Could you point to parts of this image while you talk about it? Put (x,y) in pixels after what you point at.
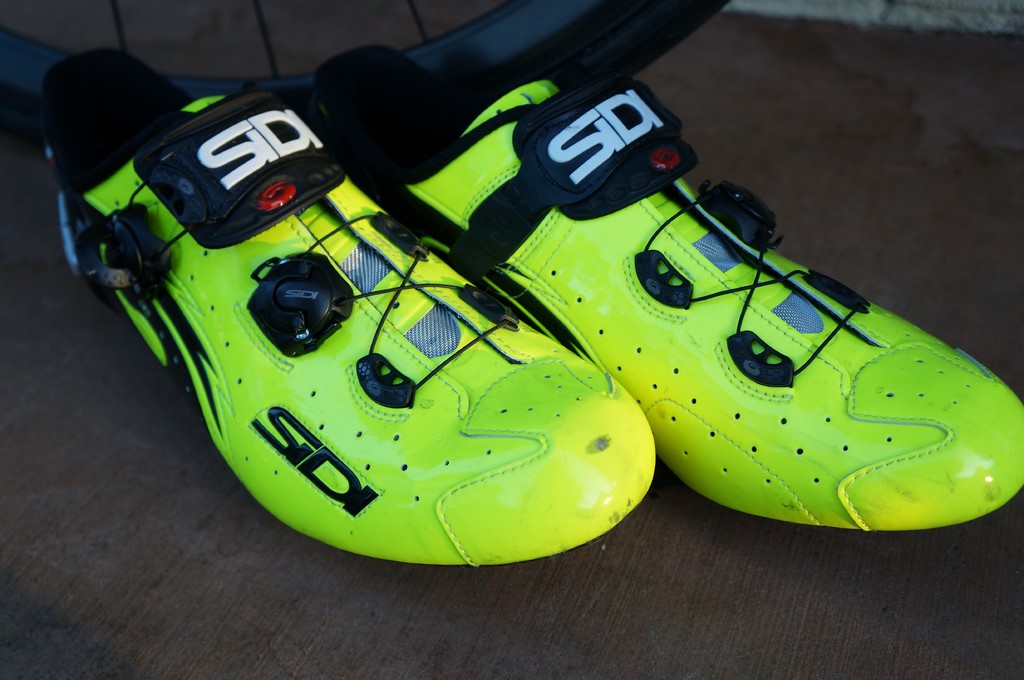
Here in this picture we can see neon colored shoes (452,454) present on the floor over there and beside it we can see a wheel (659,42) of a bicycle (659,42).
